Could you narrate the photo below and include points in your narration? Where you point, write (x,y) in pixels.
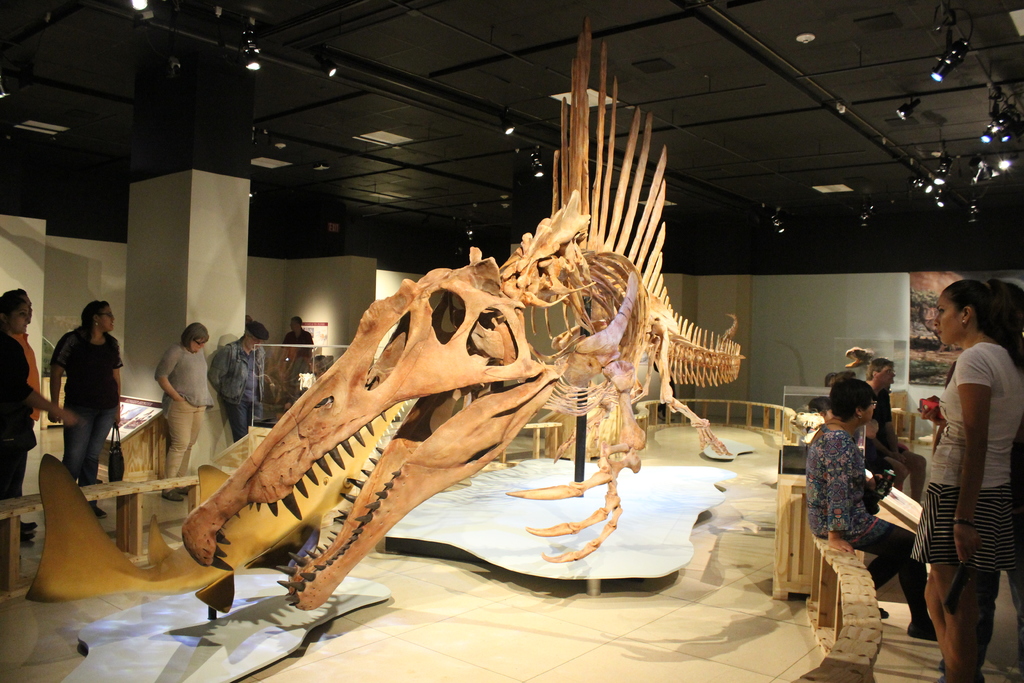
In this image we can see skeleton (588,328) of an animal (523,396) on a platform (472,513) on the floor (796,631). On the left side (146,359) few persons (184,417) are standing, glass box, pillars (154,285) and objects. On the right side (884,398) few persons (866,420) are standing and sitting. In the background (516,127) we can see objects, board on the wall (323,275), lights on the ceiling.
